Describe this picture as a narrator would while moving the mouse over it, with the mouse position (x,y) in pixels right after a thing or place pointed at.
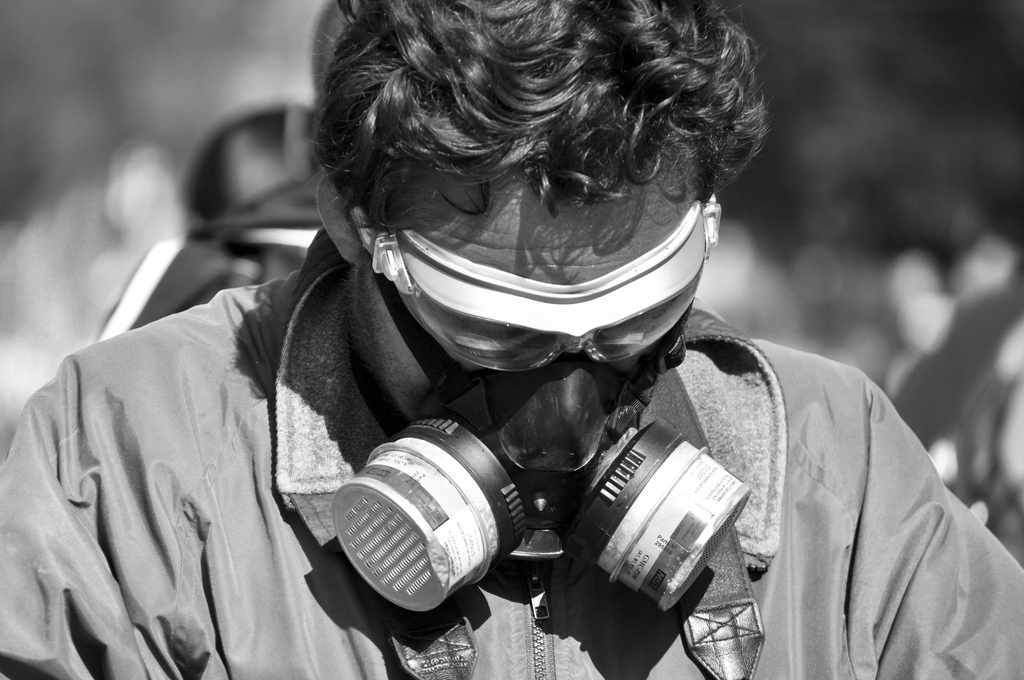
This is a black and white image where we can see a person (377,541) wearing jacket (540,635) and face mask (398,460) is here. The background of the image (73,198) is blurred.
